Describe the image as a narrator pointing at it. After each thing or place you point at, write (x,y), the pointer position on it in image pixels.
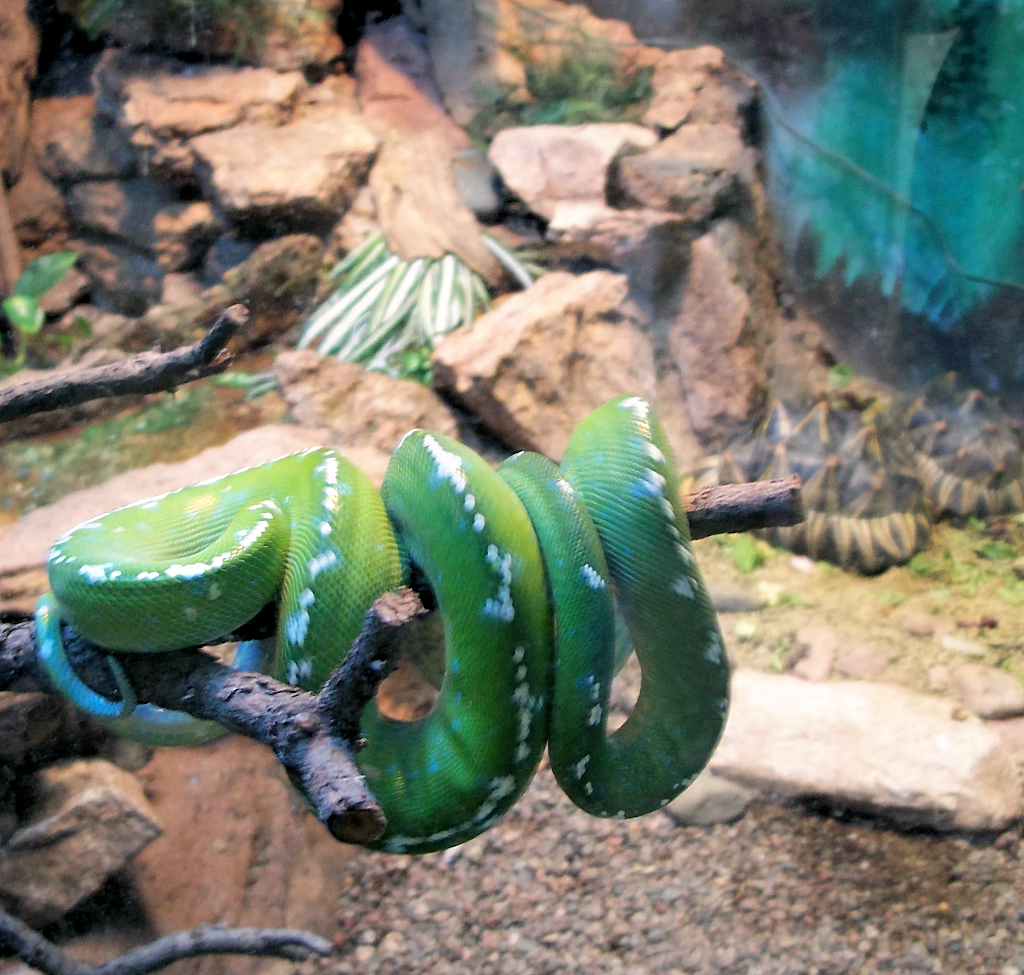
To the branch (187,650) there is a snake (455,643). In the background (534,360) we can see rocks (536,341) and plants (395,341).
